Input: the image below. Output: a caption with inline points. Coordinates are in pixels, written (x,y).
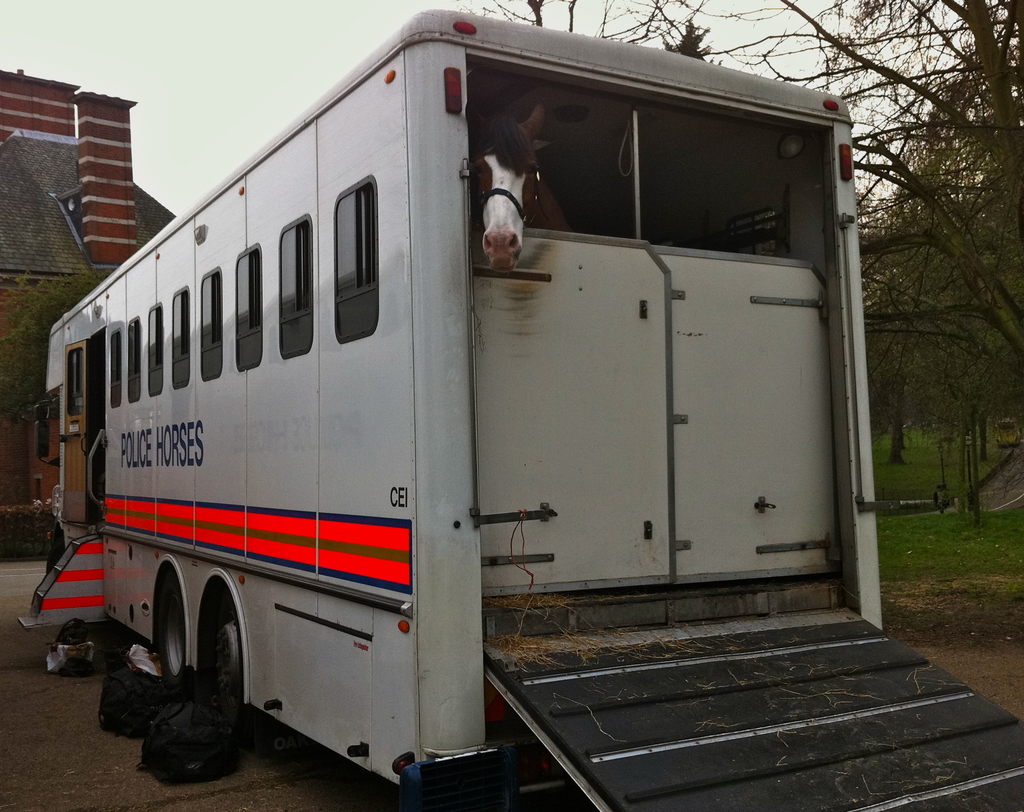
In this picture we can observe a vehicle (471,417). There is a horse (507,195) inside the vehicle (385,520). This vehicle (328,466) is on the road (67,736). We can observe black color bags (178,729) beside the vehicle (130,621). In the background (19,252) there is a building (62,176). We can observe some trees (915,241) and a sky (248,83).
